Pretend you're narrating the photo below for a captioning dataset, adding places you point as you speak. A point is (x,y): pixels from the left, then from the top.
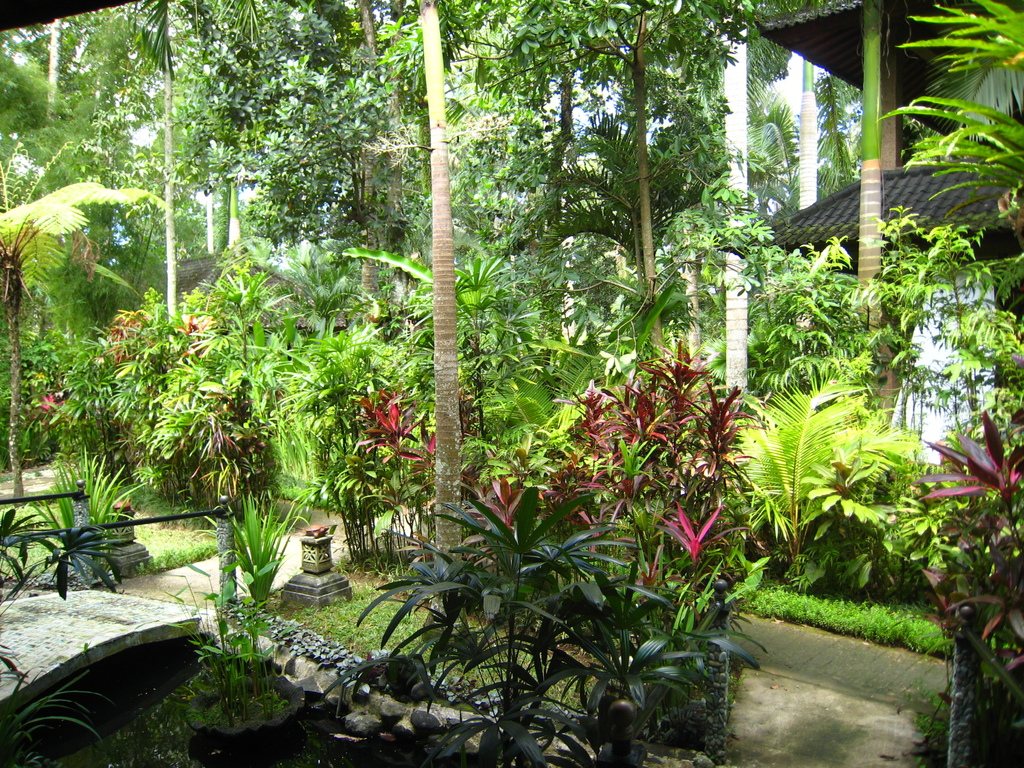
In This image there are some trees (332,311), plants (902,250), on the right side (911,184) there is a house (911,425). At the bottom (433,671) there is grass (341,639), flower pots (263,742), plants (876,451) and some water (95,700) and walkway (101,608) and some other objects (98,621).
